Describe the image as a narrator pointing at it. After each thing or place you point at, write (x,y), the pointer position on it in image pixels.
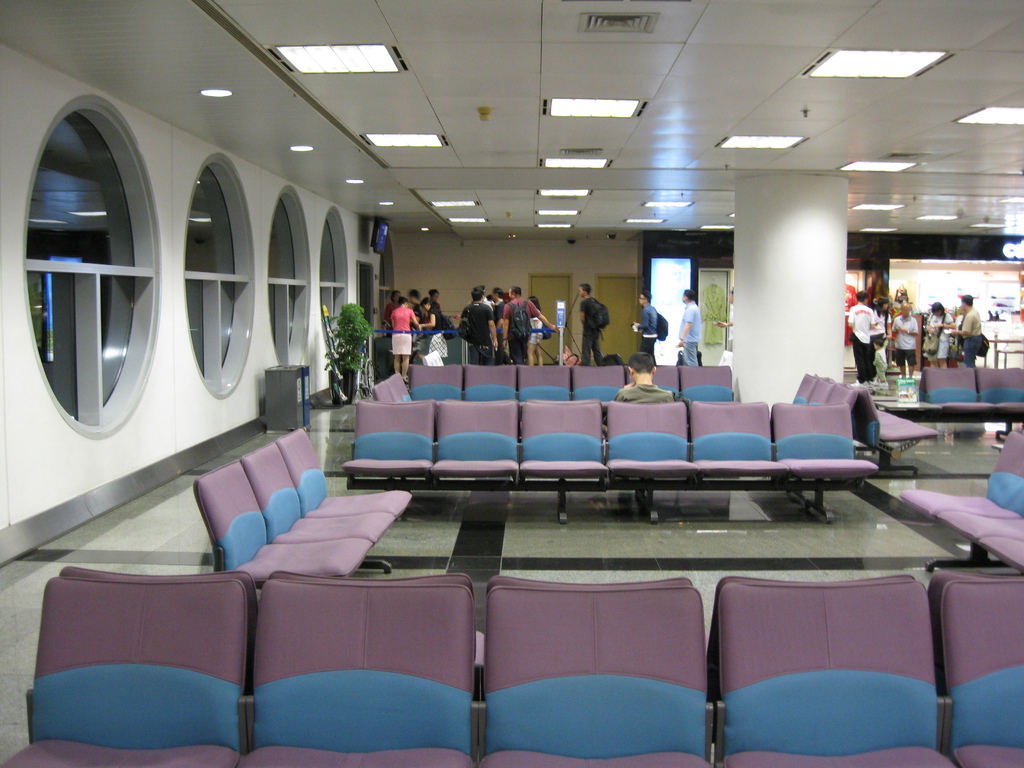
In the picture we can see inside view of the airport waiting area (751,705) with many chairs (755,725) and beside it, we can see the wall (23,89) with round windows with glasses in it and near to it, we can see a plant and some people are standing near the entrance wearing the bags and besides, we can see a pillar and beside it also we can see some people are standing and to the ceiling (438,50) we can see the lights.
